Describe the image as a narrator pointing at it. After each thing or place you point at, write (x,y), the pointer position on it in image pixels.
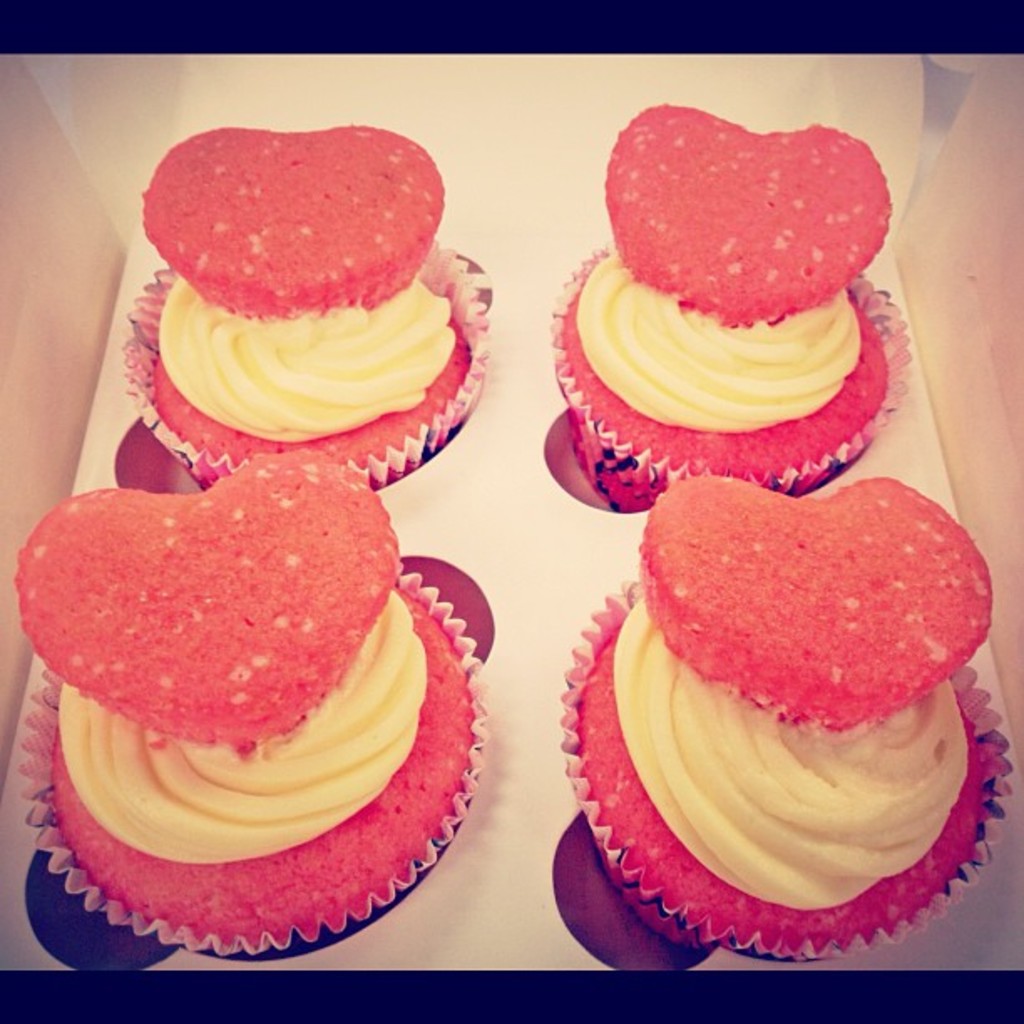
In this image there are cupcakes (646,426) in a box (635,953).
